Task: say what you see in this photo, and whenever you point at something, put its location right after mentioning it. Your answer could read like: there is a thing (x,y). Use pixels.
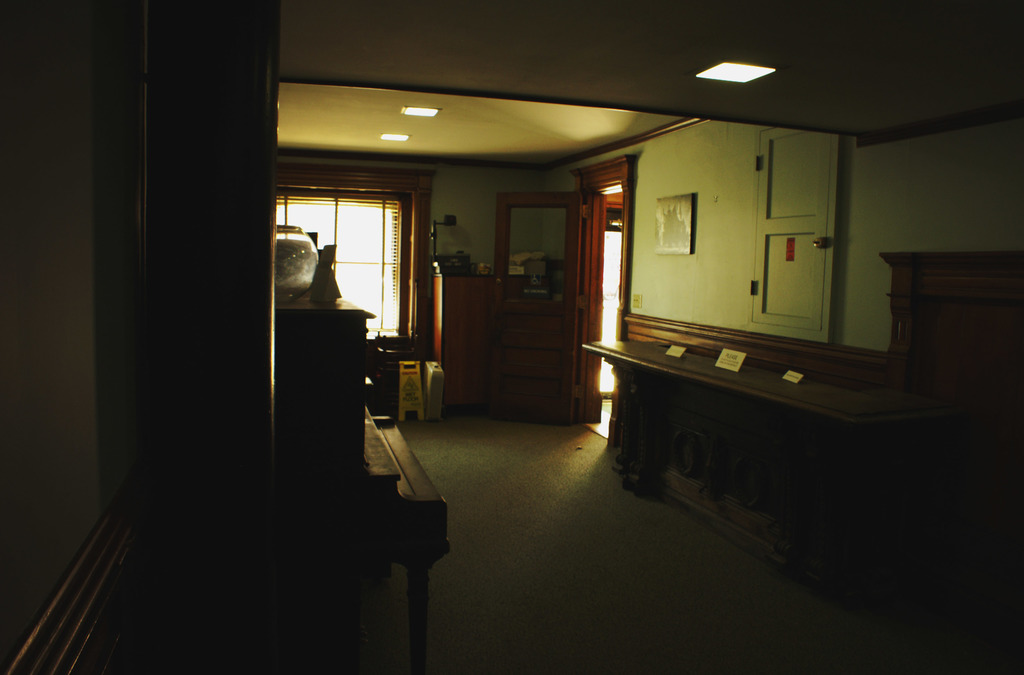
In this picture I can see inner view of a room (466,415) and I can see blinds (325,211) to the window (360,284) and a door (532,333) and I can see few lights (419,108) on the ceiling (421,134) and looks like a frame (677,226) on the wall (680,193) and I can see caution board (409,403) on the ground (437,422) and looks like table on the left side of the picture (303,510).
